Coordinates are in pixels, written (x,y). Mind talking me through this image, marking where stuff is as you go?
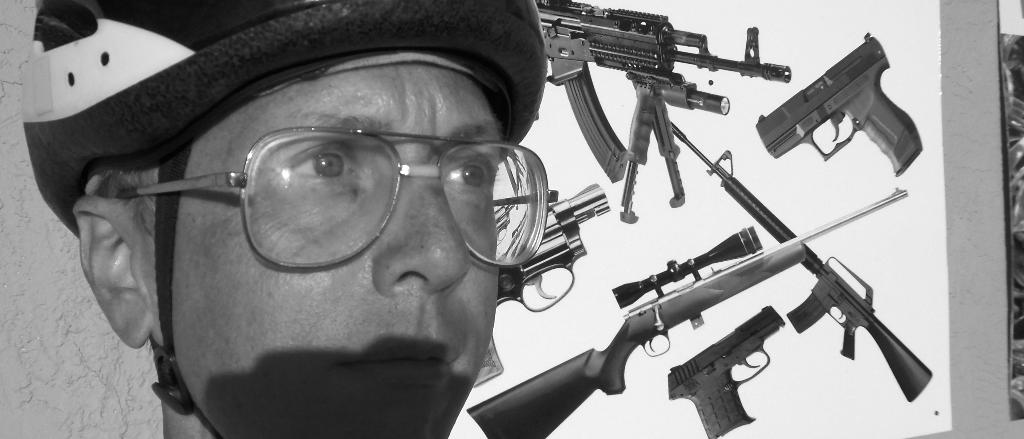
In this image in the front (377,236) there is a man (324,270) wearing specs (338,212). In the background (677,184) there is a board (716,272) with some images (788,249) on it.
